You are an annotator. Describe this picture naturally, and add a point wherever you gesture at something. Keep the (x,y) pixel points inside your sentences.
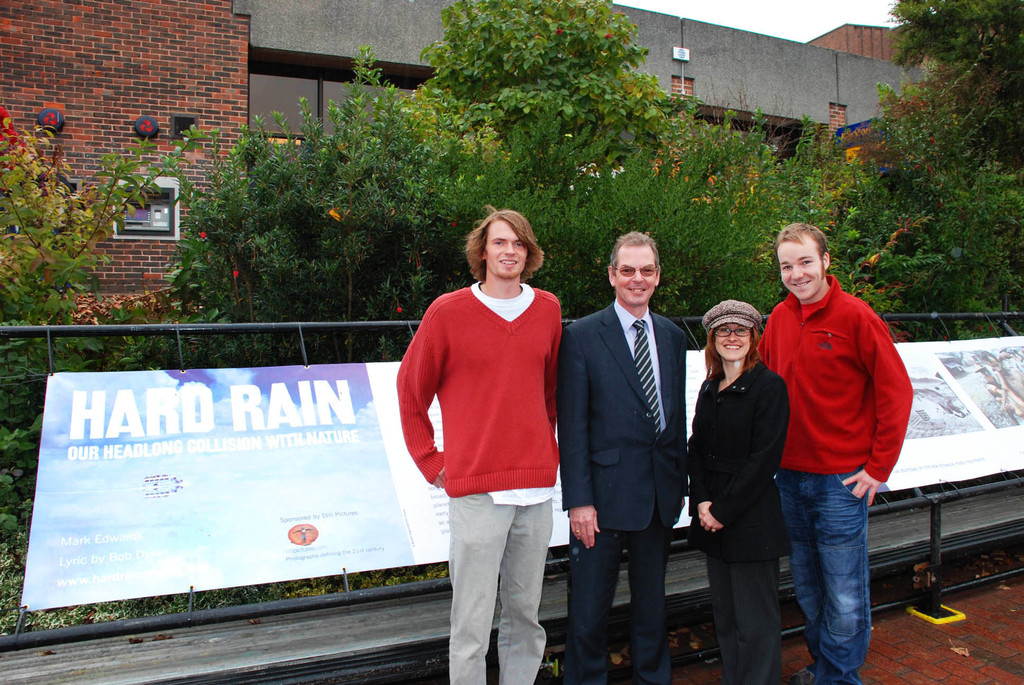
In this image in the foreground (640,388) there are some persons (788,391) standing, and in the background (200,477) there is a board (338,486) and some poles (23,624), houses (148,197), trees (301,224) and at the bottom (881,646) there is a walkway (905,639).
